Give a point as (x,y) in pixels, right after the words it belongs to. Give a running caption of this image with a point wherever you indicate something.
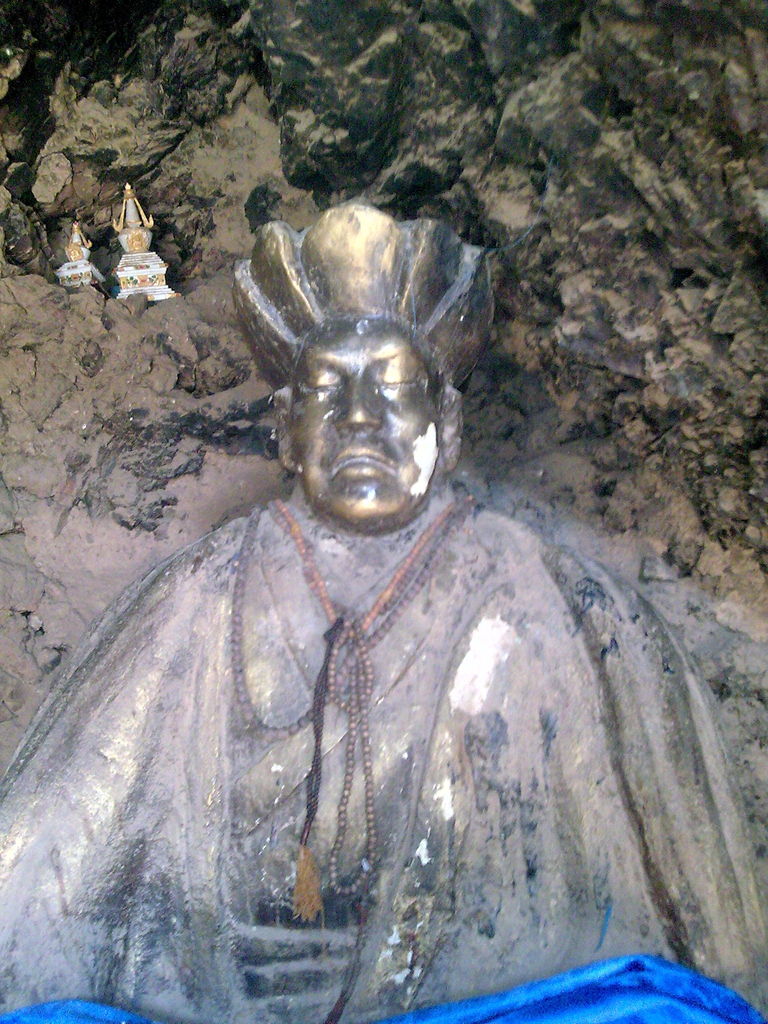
There is a statue (208,771). In the back (244,131) there is rock (439,132). Also there are idols (133,256).
